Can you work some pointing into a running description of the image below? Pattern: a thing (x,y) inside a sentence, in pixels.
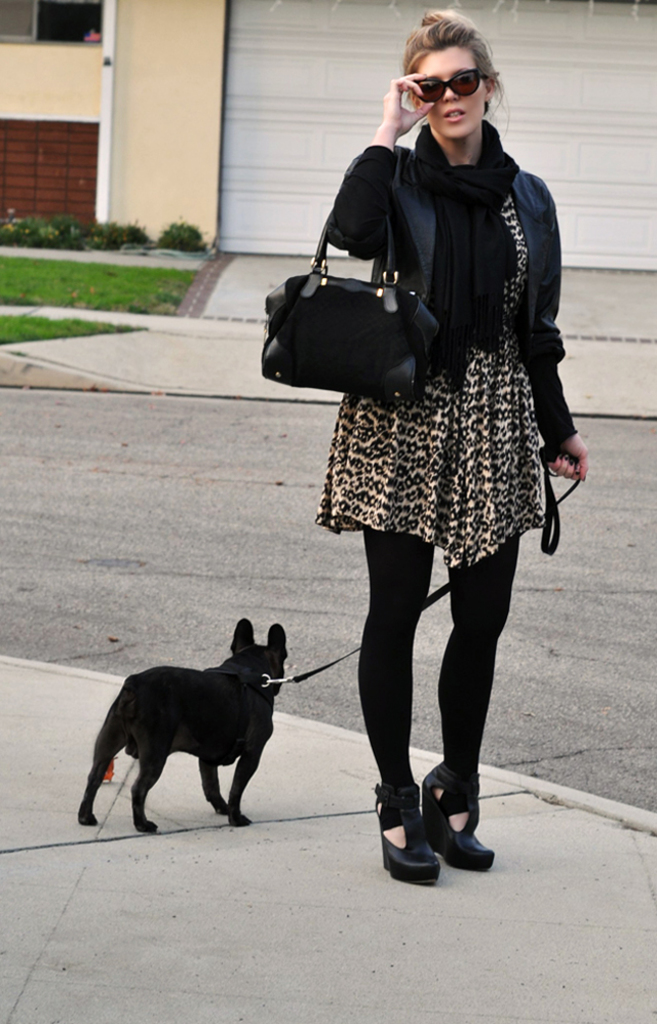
This picture shows a woman (439,81) Standing and holding a dog (184,685) with a string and she carries a handbag (424,334) in her hand (387,126) and she holds the sunglasses (477,78) with her hands (393,137) on her face (446,88) and we see a house (493,40) back of her
